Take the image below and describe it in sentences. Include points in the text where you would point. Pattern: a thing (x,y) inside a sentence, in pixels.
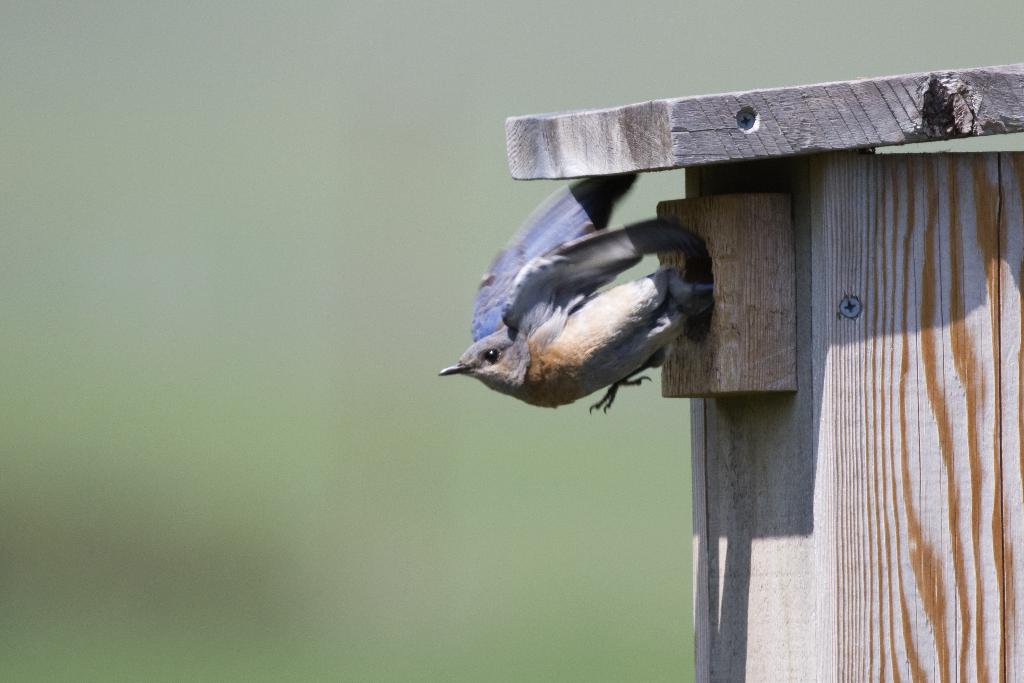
In the given image i can see a bird (673,286) and wooden object (700,126).
